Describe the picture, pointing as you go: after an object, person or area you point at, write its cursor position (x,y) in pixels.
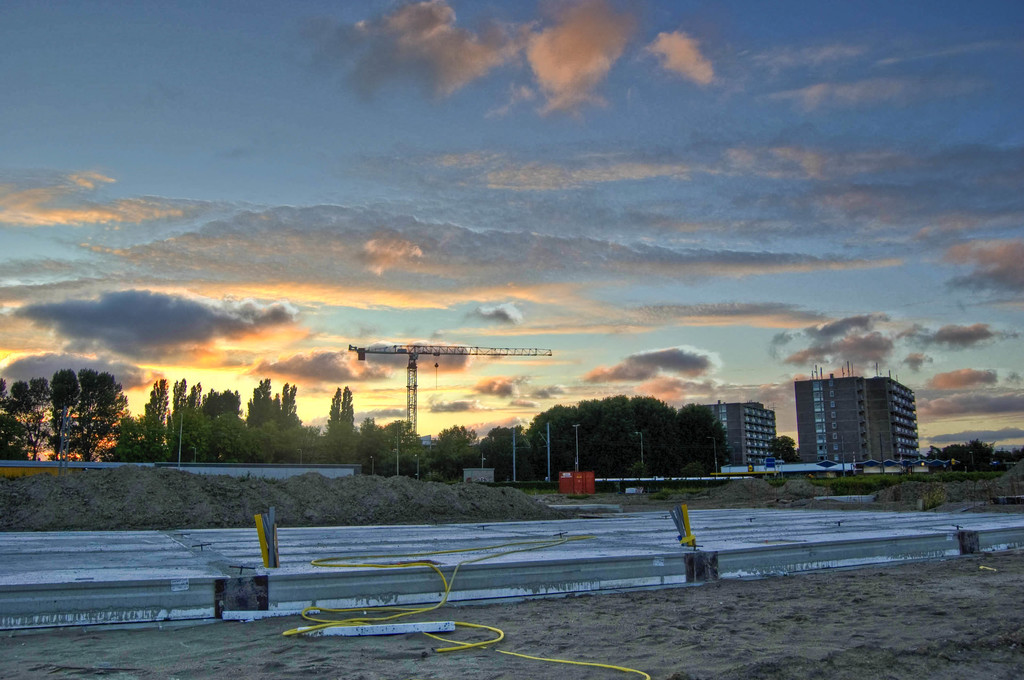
In this image there is a sand (726,622), pipe (427,609), there are trees (441,444), there is a building (829,426), sky (227,268) with clouds (183,289).
